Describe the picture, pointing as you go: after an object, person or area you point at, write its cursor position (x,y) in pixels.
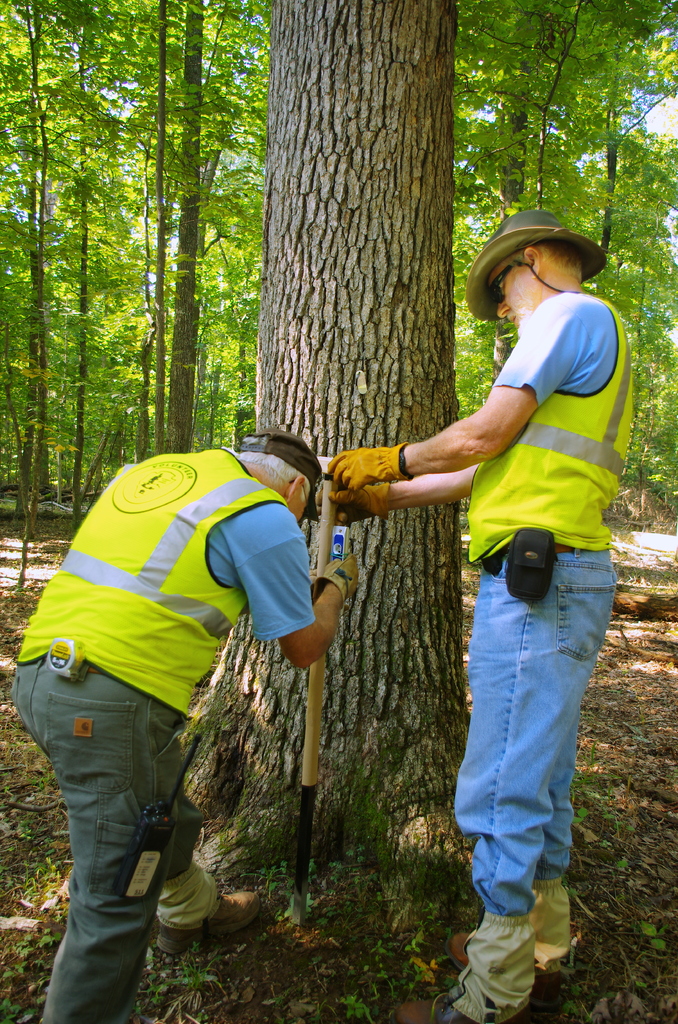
In this image I can see two men (516,646) are standing in the front (470,802) and I can see both of them are holding a stick (306,895). I can also see both of them are wearing caps (293,448), jackets (546,504), jeans (521,629), shoes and gloves (354,507). I can also see number of trees (269,245) in the background (607,237).
